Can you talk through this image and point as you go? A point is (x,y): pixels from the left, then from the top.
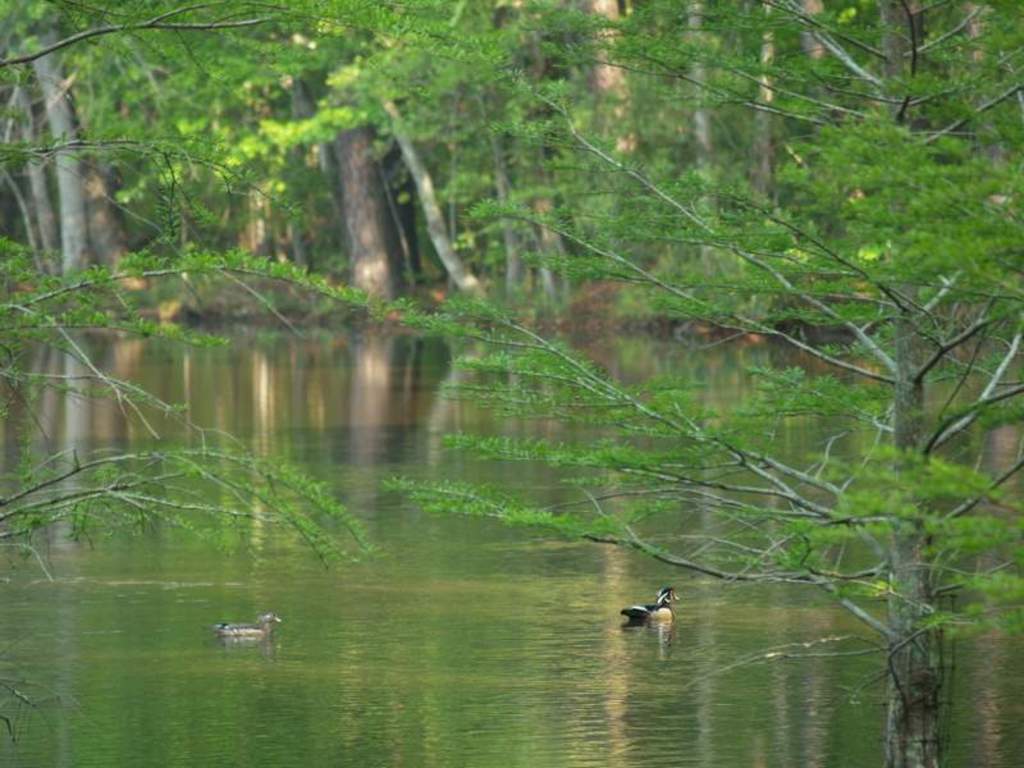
In the foreground of this image (489,443), we can see trees (796,569). In the middle of this image (354,434), we can see a surface of water (343,629) and ducks (650,614). In the background (464,150), we can see trees (475,162).
